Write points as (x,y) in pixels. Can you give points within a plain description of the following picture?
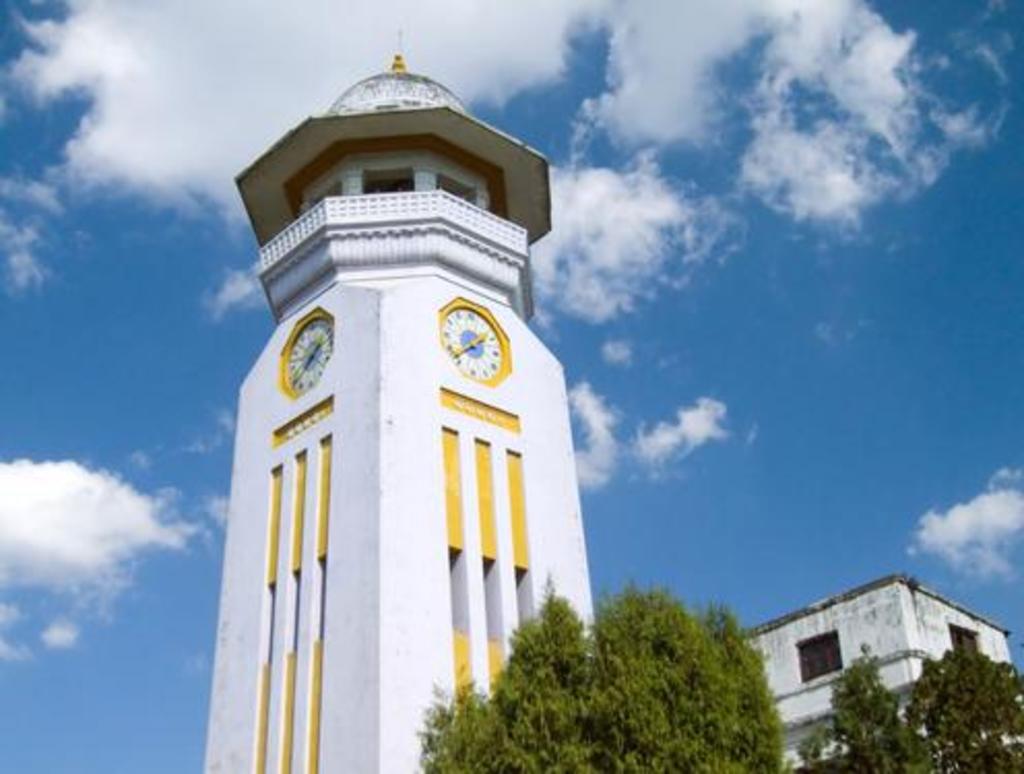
In this image we can see buildings (428,461), wall clocks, trees (581,770), also we can see the cloudy sky (62,575).
